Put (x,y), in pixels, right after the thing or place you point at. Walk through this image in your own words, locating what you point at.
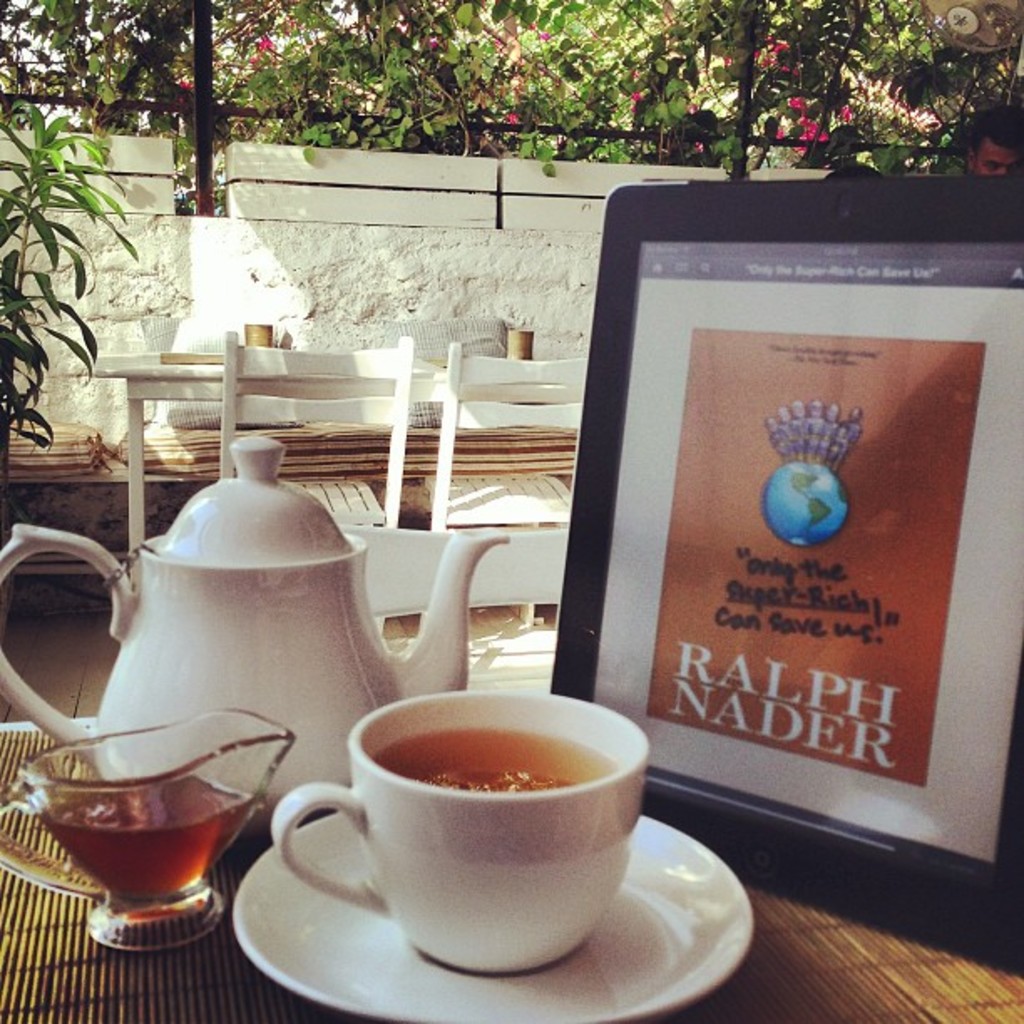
This picture is taken outside. In the left bottom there is a table (815,933). On the table (806,902) there is a kettle (328,669), cup (398,715), saucer (345,902) and a tablet (815,714). In the center (553,409) there is another table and chairs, towards the left (13,376) there is a plant (26,331). In the background (449,56) there is a wall (502,264) and some plants (328,53). Towards the right (1023,114) there is a person (1018,173).
